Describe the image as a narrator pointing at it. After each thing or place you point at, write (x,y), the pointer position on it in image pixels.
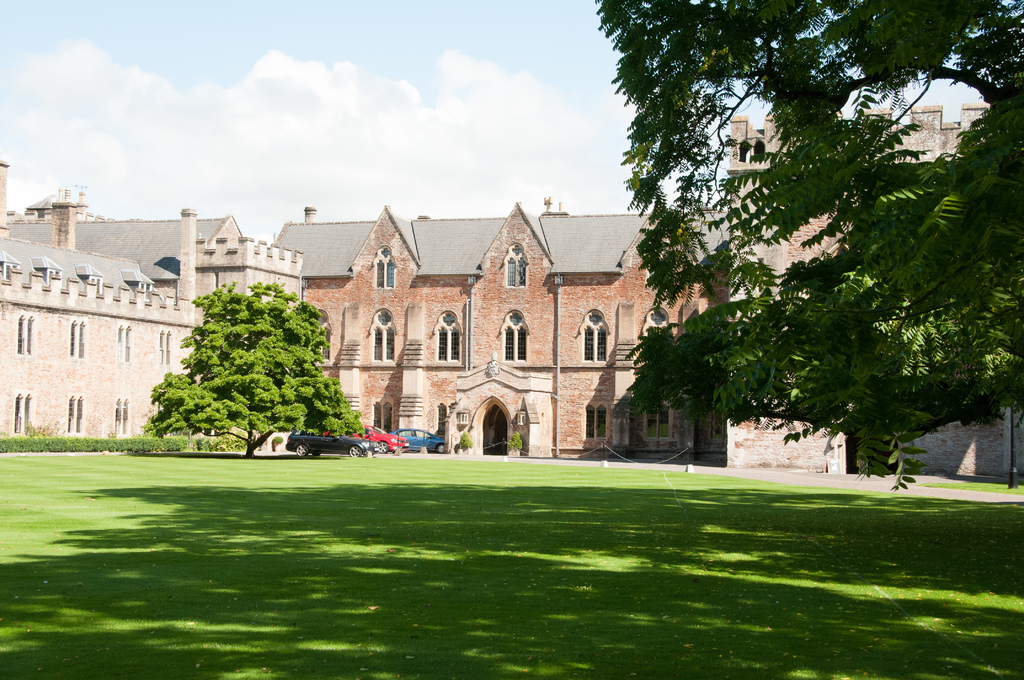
In this image we can see few buildings (42,336) and there are some trees (766,338), plants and grass (88,488) on the ground (192,489). We can see three vehicles (317,443) and at the top (179,97) we can see the sky (232,149).
